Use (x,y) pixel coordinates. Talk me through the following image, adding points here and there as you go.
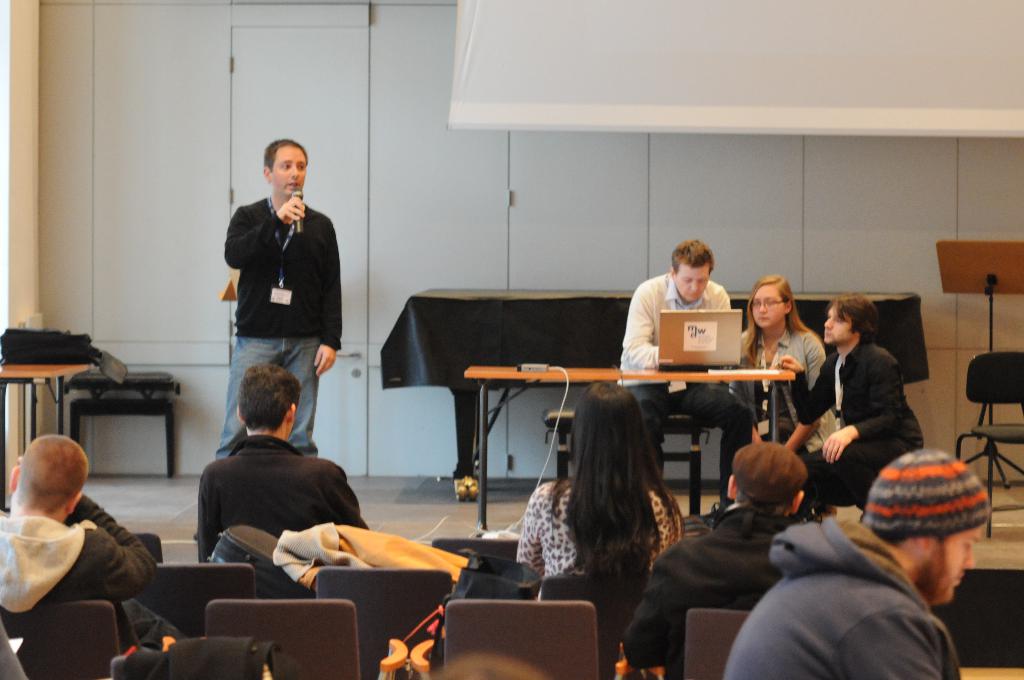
A person (257,281) is standing and he is holding a mic (299,230) and talking. In front of him many people (103,508) are sitting on chairs (373,606). There is a table (630,378) and on table (499,372) there is a laptop (716,344). Three people (775,329) are sitting near to the table (543,376). In the background (494,182) there is a wall (518,188) and table (505,294). There is a stand (983,287) for keeping the book (977,268). There is a chair (992,427).
